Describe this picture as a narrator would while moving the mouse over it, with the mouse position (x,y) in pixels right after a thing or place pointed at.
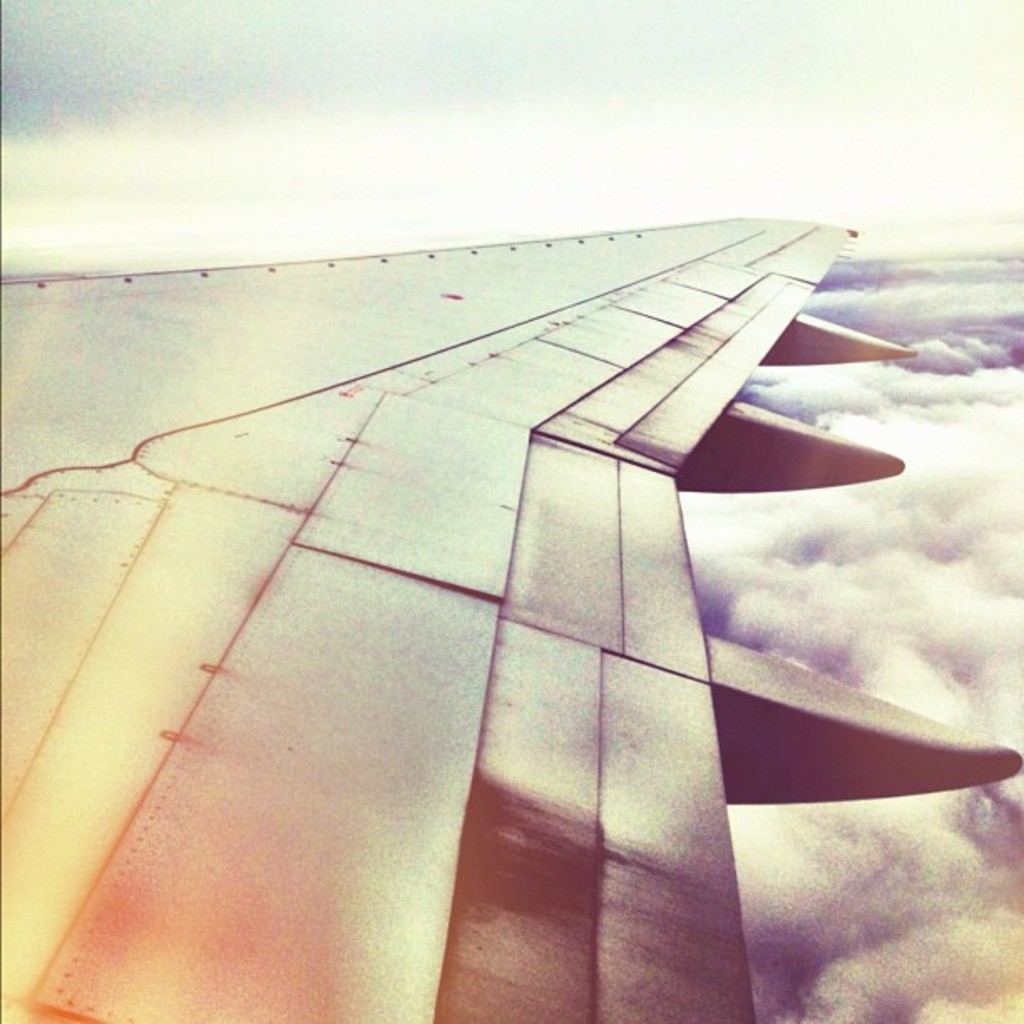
In this picture we can see an airplane (398,740) in the front (400,745), we can see the sky (891,89) and clouds (921,321) in the background (909,146).
